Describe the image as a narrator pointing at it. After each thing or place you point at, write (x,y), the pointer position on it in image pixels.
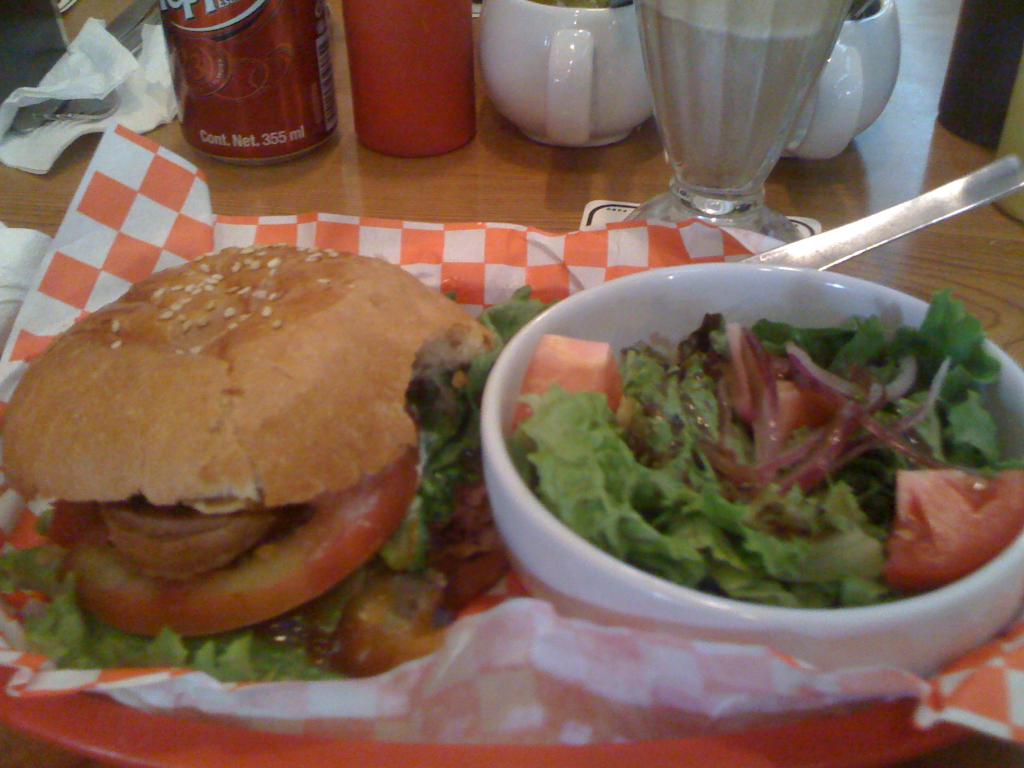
In this image there is a table (502,148). There are few cups (502,88), glass (718,152), bowl (743,465), soda can (262,144), paper (148,144) are on table (304,161). In the tray (211,676) there is some food (259,547) and bread (301,482) on it. In the bowl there is some vegetables (756,431). Beside there is a spoon (867,235).
